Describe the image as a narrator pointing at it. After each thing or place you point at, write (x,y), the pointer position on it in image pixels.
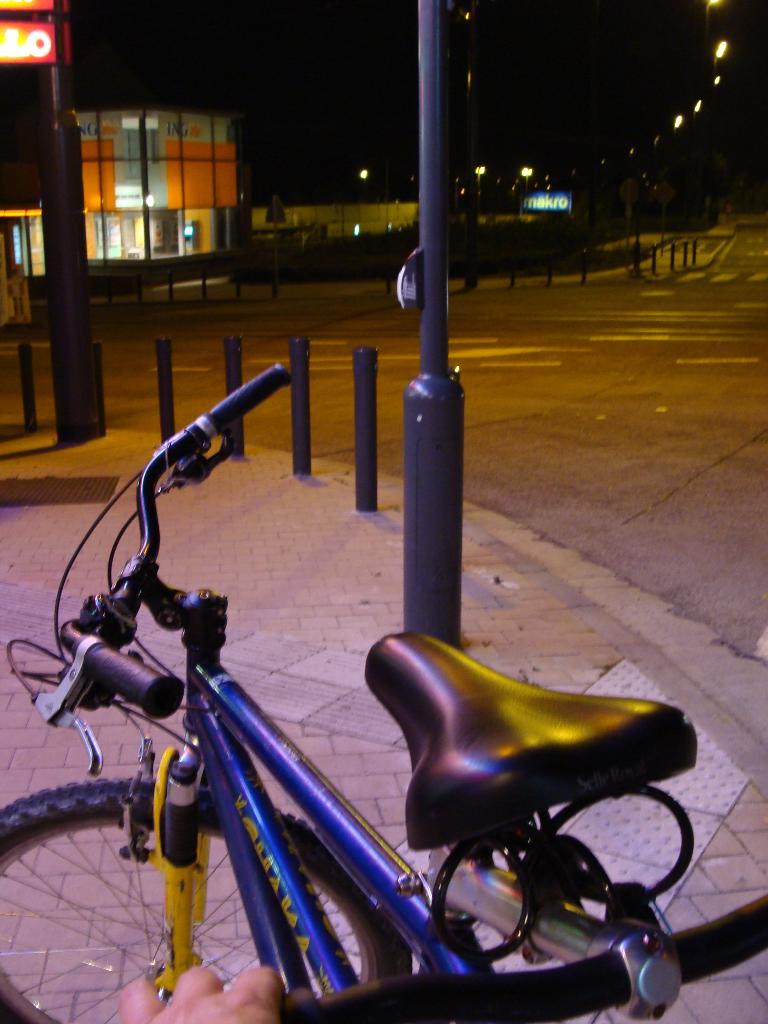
In this image I can see a bicycle (187,650). In front (54,227) I can see few poles (62,220), building (199,209), boards (45,53), light poles (674,125) and dark background (10,82).
